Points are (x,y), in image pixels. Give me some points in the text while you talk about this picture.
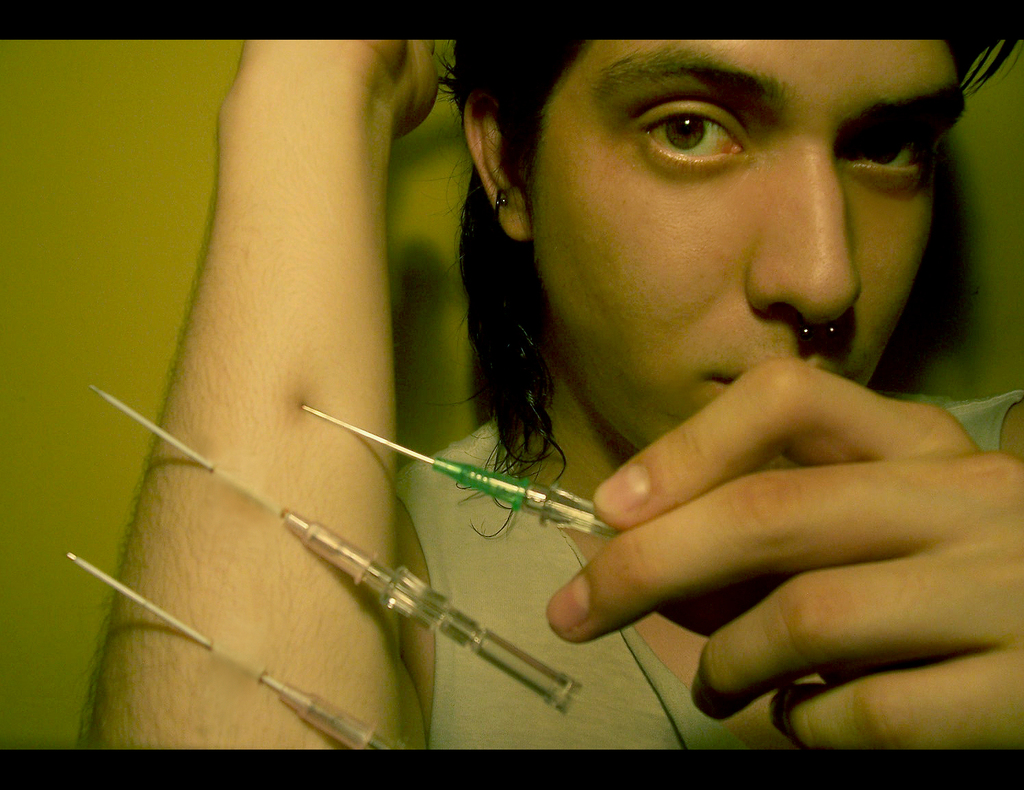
In this picture we can see a person (673,474) and syringes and in the background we can see it is blurry.
